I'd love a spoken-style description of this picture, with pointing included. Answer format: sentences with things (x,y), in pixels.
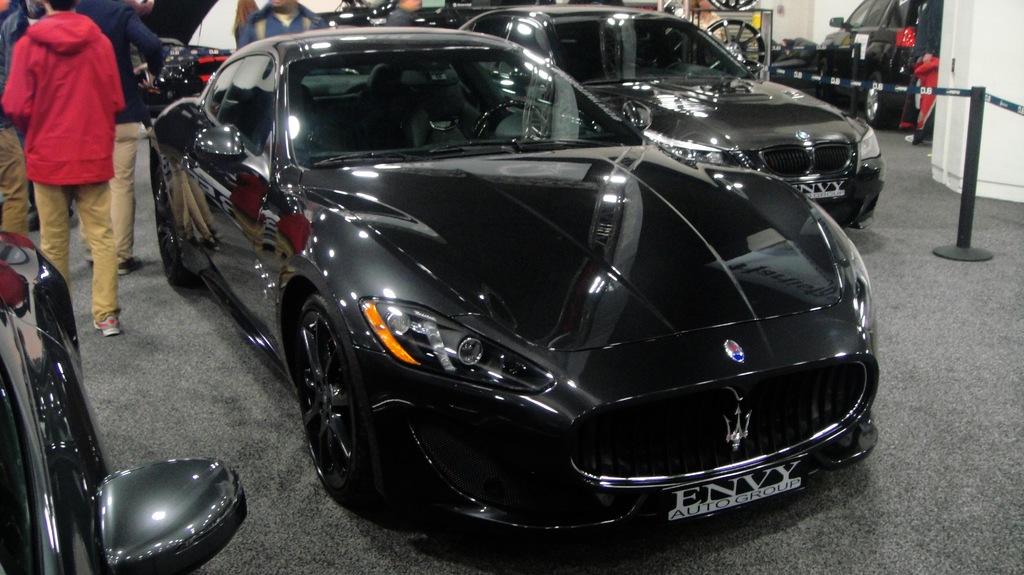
In this image I can see many vehicles (514,214). To the left (116,85) I can see the group of people (129,69) with different color dresses (82,40). To the right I can see the pole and the ribbon (869,84). In the background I can see the white wall (806,18).
